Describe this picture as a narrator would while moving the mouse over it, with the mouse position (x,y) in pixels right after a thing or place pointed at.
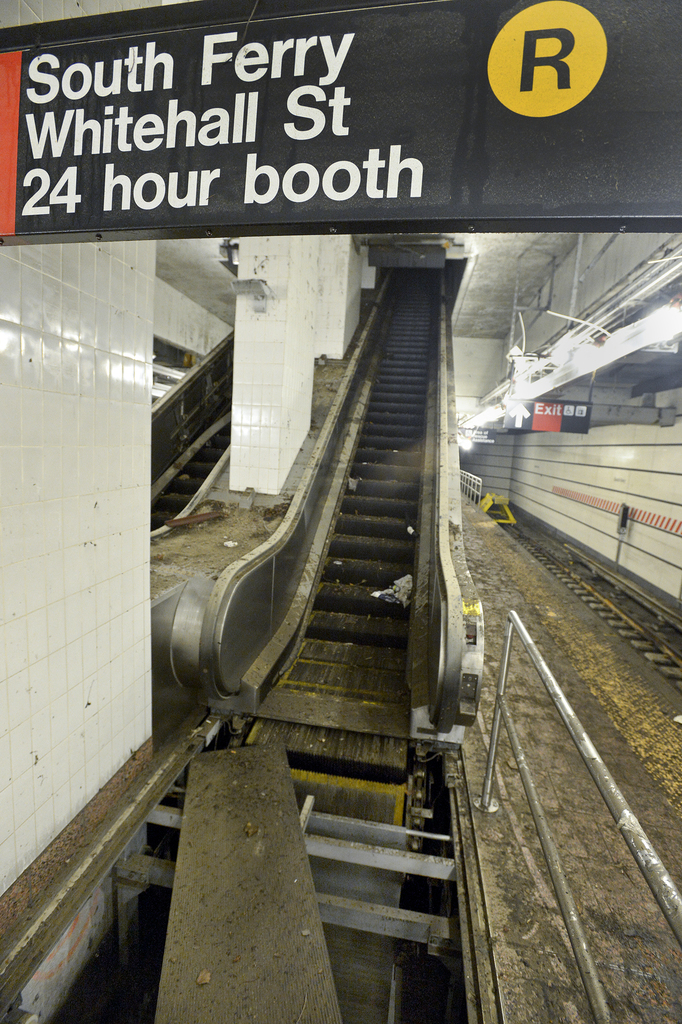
This image is taken indoors. At the top of the image (252,135) there is a board (256,128) with a text (256,128) on it. On the left side of the image (119,513) there are a few walls (124,329) and there is an escalator (192,459). In the middle of the image (357,617) there is an escalator (338,554) and there is a railing (506,719). On the right side of the image (628,544) there is a wall (560,453) and there are a few lights (622,334). There is a board (556,408) with a text (538,410) on it and there is a ceiling (515,284) and there is a floor (583,648).
